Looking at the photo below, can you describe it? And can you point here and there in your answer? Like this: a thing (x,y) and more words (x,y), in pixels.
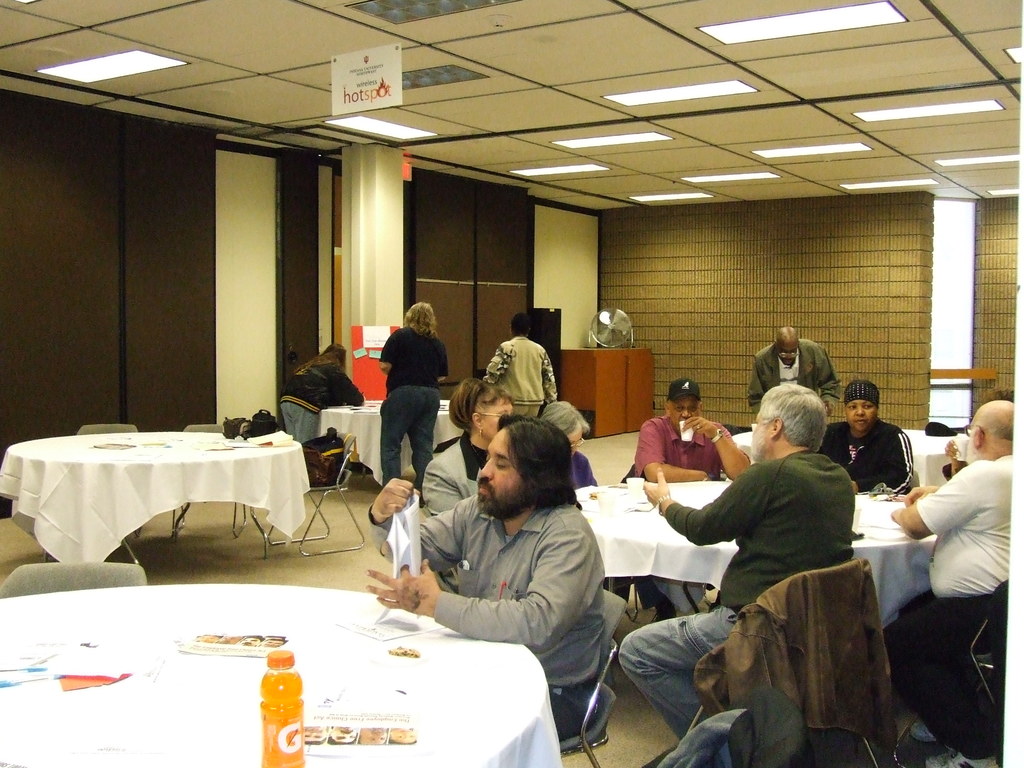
this image consists of tables (537,680) and chairs (588,690). Many people (586,672) are seated on the chairs (767,610). The table (388,693) at the front (341,717) consists of a bottle (277,700) which has a orange drink (293,706). The person (463,569) at the front (526,546) is seated and wearing a grey shirt (475,582) and holding a paper (413,554) in his hand (415,584). The person (425,417) behind them is standing, is wearing black t shirt (414,361) and jeans (407,430).
